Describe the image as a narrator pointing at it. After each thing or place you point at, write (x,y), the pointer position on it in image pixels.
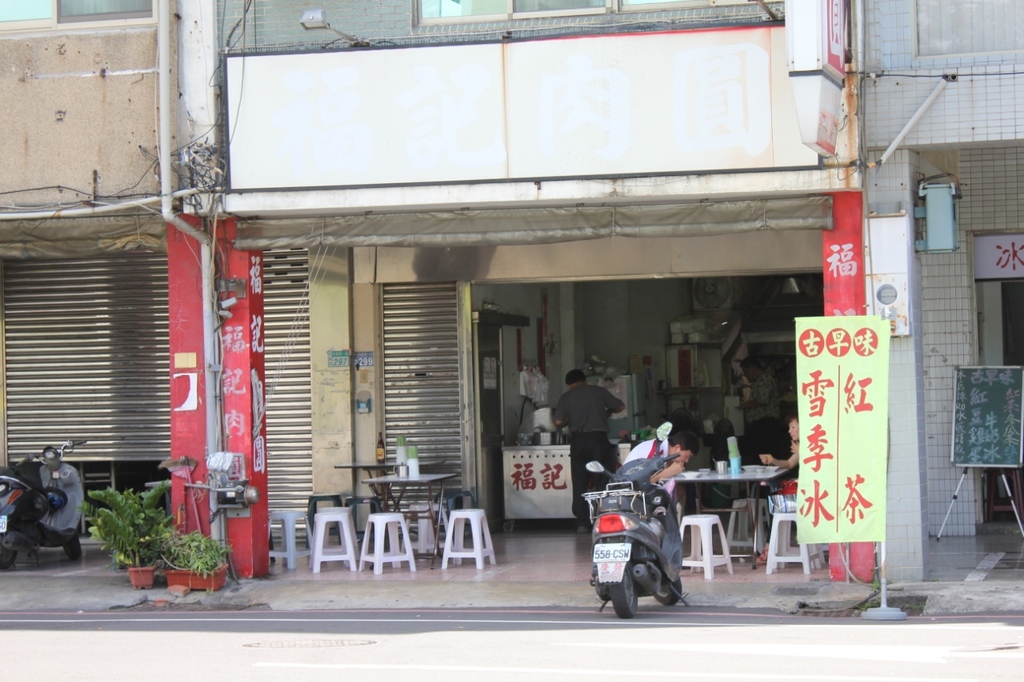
In this picture we can see building (350,286), in which we can see a shop (836,509), few people (668,460) are sitting on the chairs (696,526) and we can see few vehicles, potted plants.
